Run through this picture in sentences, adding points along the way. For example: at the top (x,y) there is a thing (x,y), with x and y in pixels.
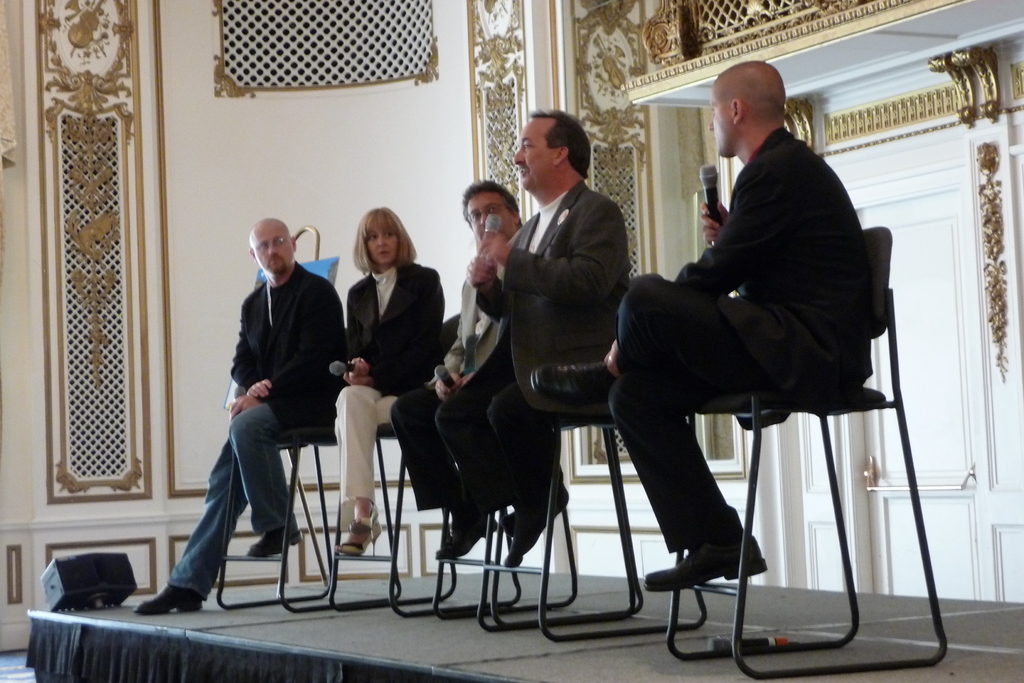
It is a place where five people (410,328) are seated on the chairs (288,606) on the stage (330,663), behind them there is a big wall (929,154) decorated with a golden paint (873,113). Among the five people (433,366) there is one woman (366,388) holding a microphone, behind them there is a door (933,477).
